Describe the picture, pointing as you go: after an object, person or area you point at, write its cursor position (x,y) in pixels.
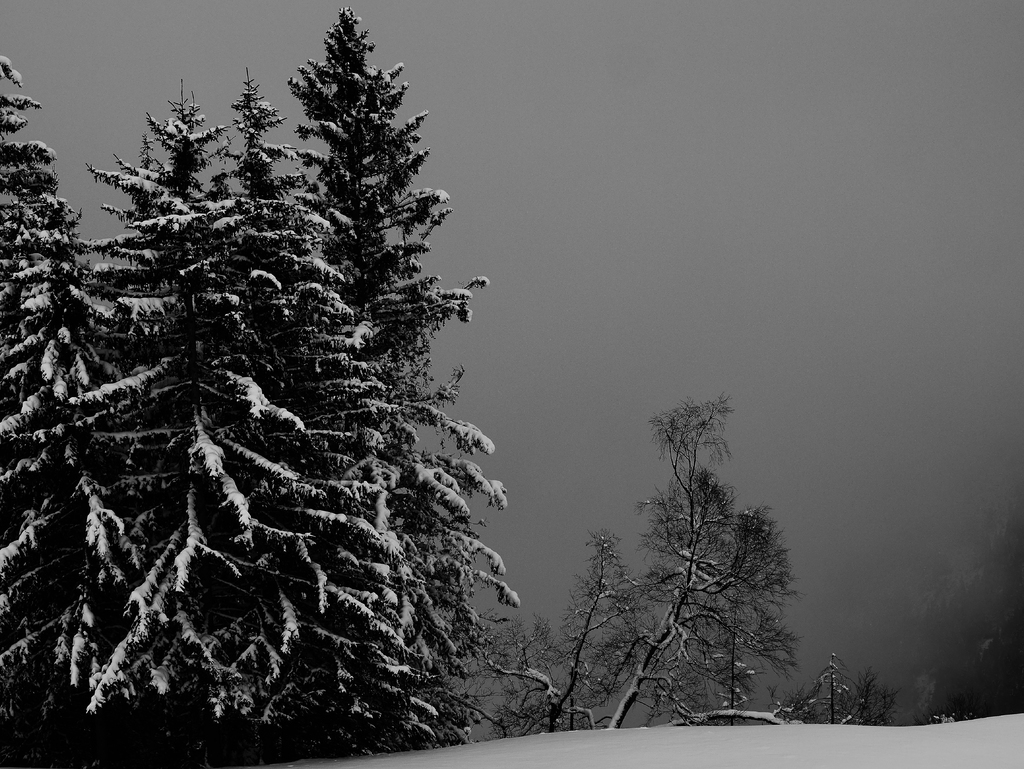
This is a black and white picture. On the ground (857,765) there is snow (853,753). On the trees (355,433) there is snow (706,579). In the back (722,368) there is fog (444,379).
